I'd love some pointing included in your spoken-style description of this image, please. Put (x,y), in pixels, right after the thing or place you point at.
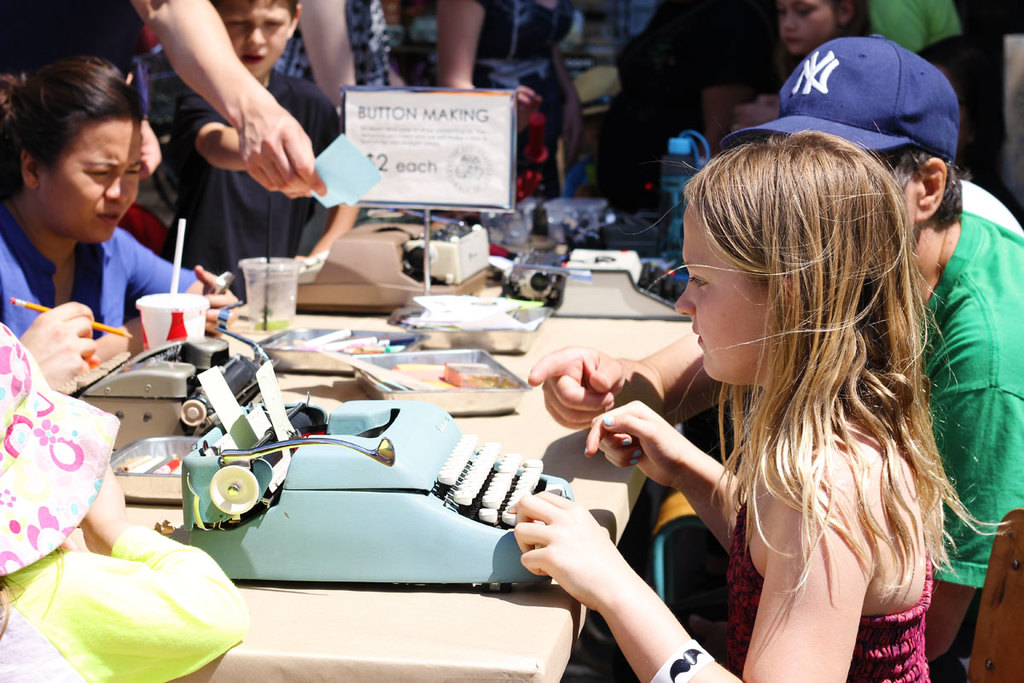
Here we can see a group of people (64,270) sitting on the chair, and in front (402,489) here is the table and typewriters (285,450) and some glasses (190,338), some objects (475,160) on it.
